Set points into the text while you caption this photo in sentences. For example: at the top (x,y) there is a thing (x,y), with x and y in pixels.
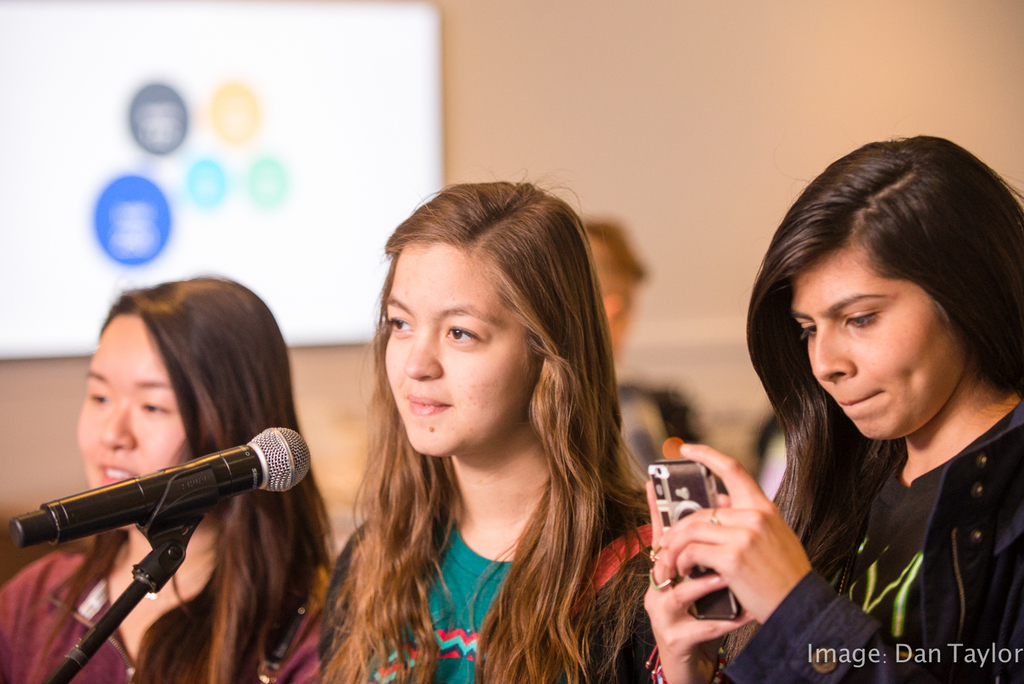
Here I can see three women (411,510). The woman (867,435) who is on the right side (928,464) is holding a mobile (710,506) in the hands (674,594) and looking into the mobile (678,518). On the left side (88,645) there is a mike stand (86,649). In the background (241,86) there is a screen (339,147) and also I can see the wall (708,85). The background (696,99) is blurred.
